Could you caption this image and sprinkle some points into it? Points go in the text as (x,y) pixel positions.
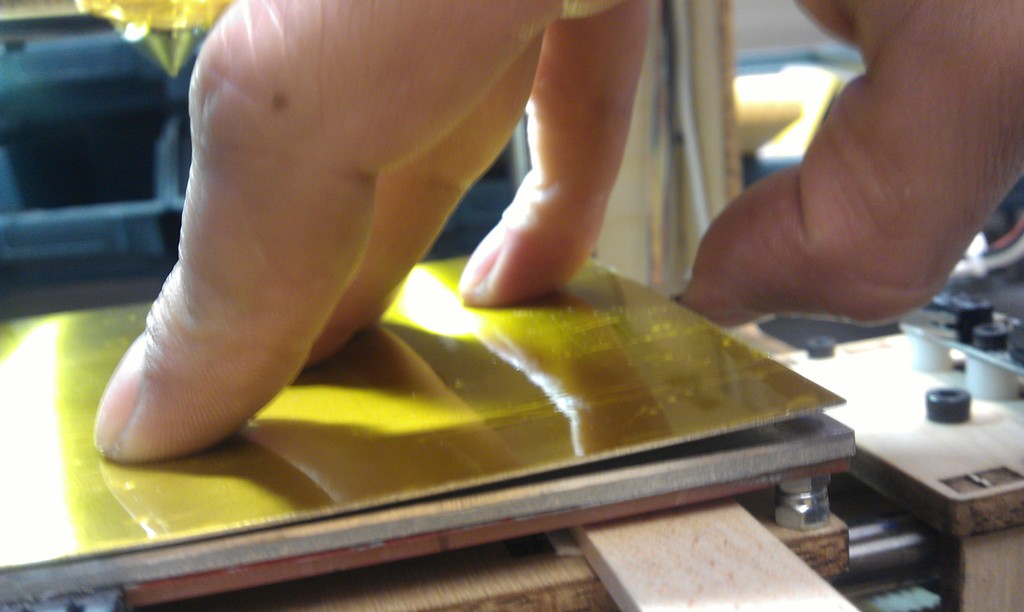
In this image we can see fingers (624,102) of a person (504,138). Also there is a yellow color board (447,447). And there are bolts (936,406).
